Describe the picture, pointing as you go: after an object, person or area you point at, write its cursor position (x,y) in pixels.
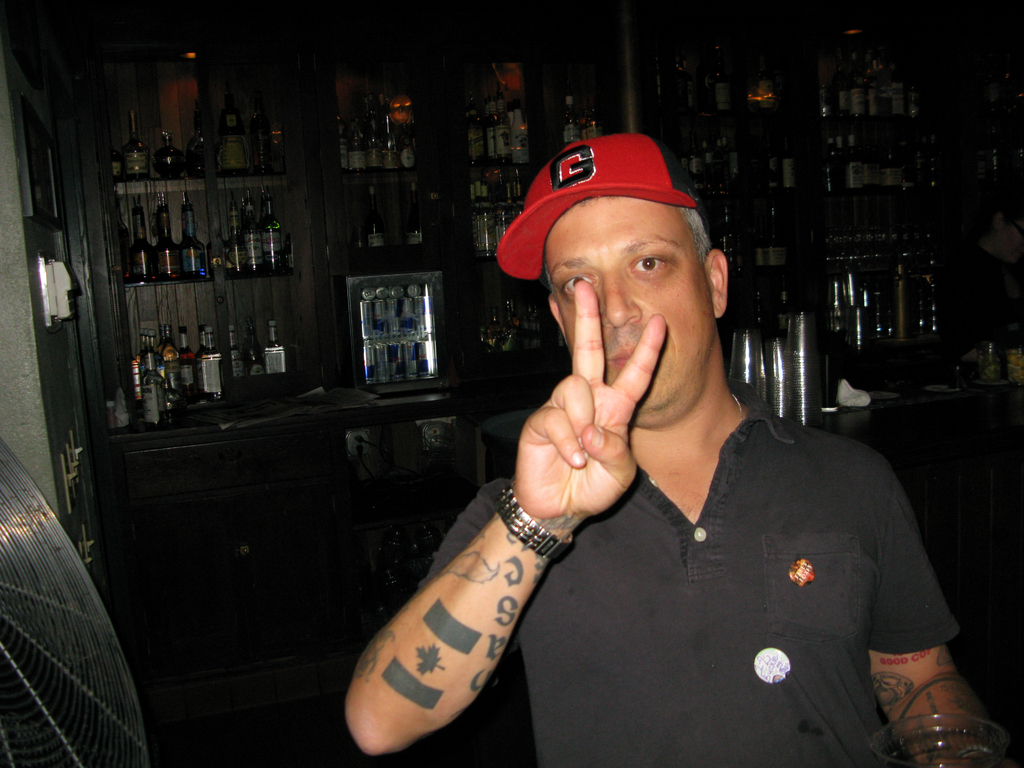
In this image in the right (699,579) a man (674,581) wearing black t-shirt (720,615) and cap (628,170) is standing. Behind him on shelves (609,87) there are bottles (143,244), cans (403,324). This is a switch board (55,308).
